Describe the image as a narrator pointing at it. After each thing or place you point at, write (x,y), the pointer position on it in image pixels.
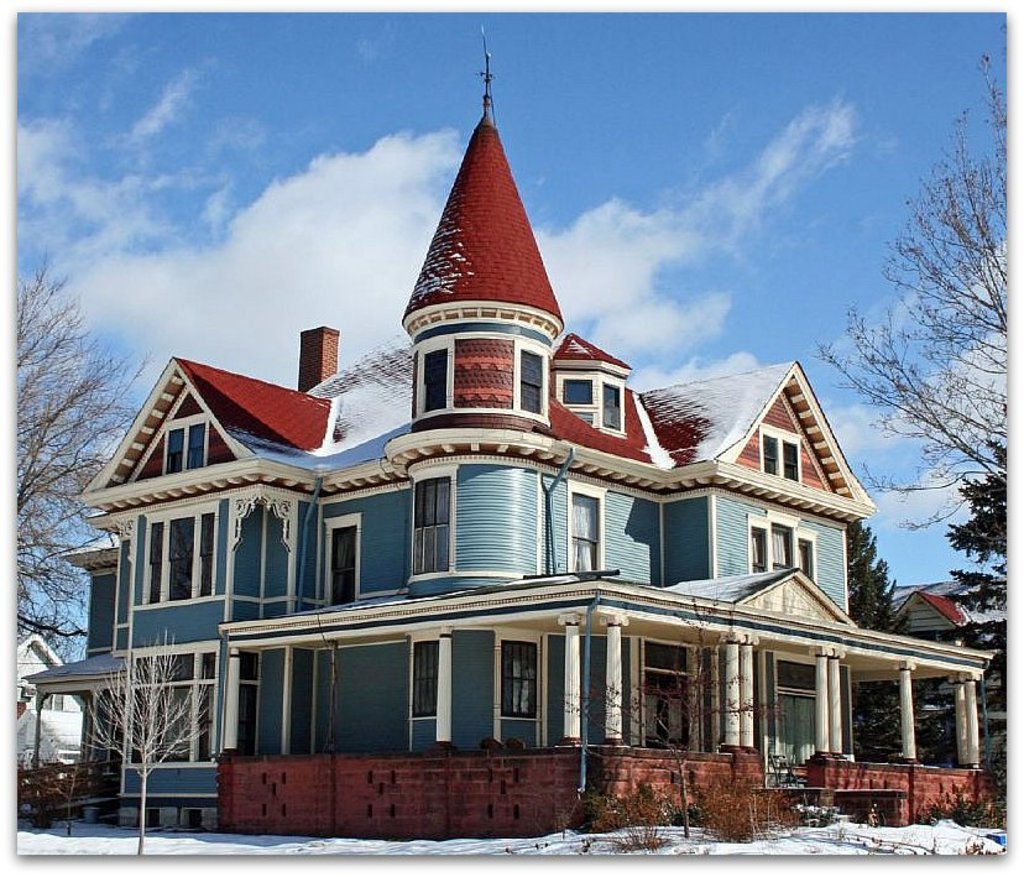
In this image we can see a building (513,488) which is in blue, white and red in color. Both side of the image trees (976,358) are present. Background of the image (385,115) sky (320,86) is blue with some clouds (281,266).
